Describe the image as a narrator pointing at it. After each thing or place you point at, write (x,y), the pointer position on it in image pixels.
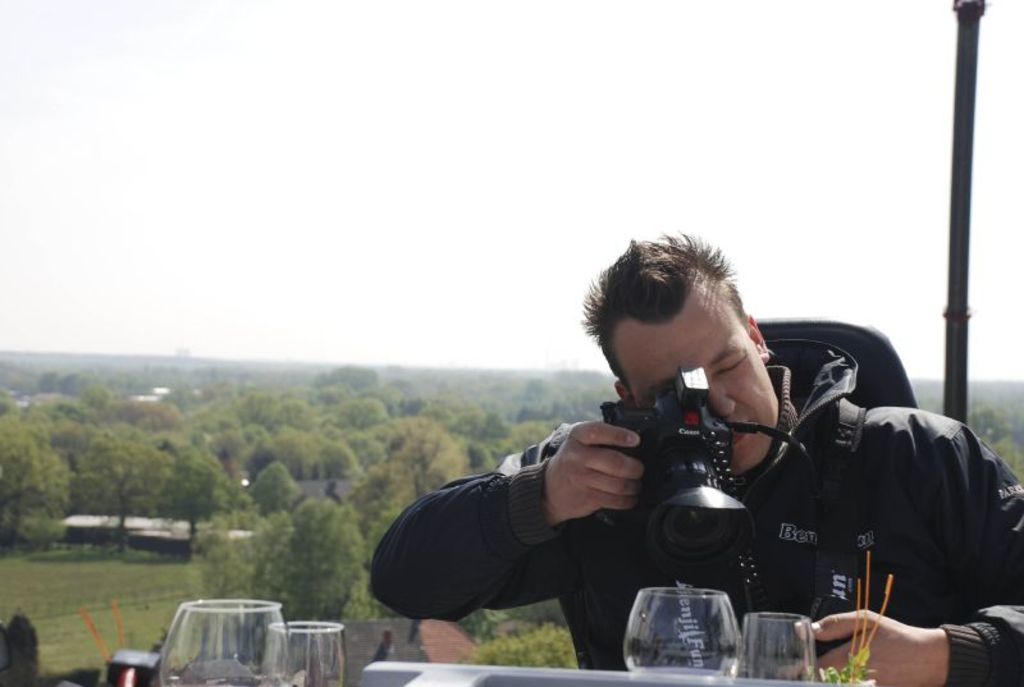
At the top (468,134) we can see sky (546,128) and it seems like a sunny day. These are trees (37,463) and grass (156,572). Here we can see one man (578,462) holding a camera (707,451) in his hand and recording. Here we can see glasses (324,647). This is a pole (958,245).
